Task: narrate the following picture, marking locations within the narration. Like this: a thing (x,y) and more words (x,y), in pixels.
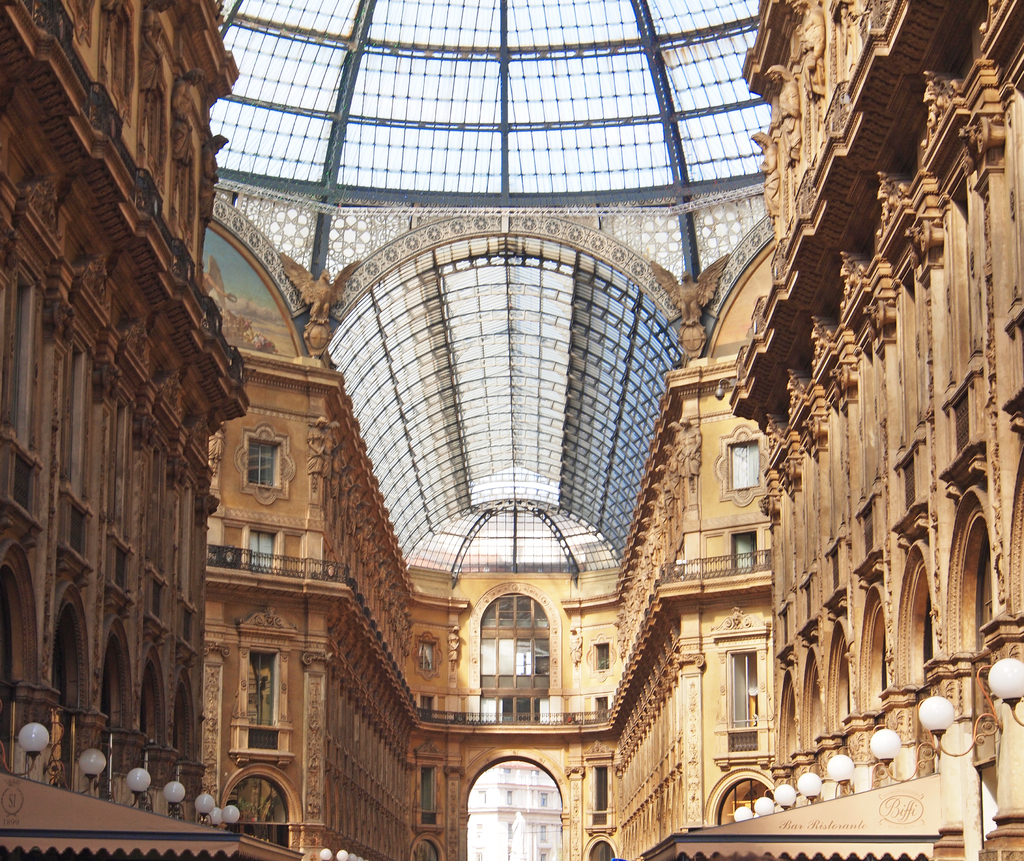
In this image we can see the inside view of a building (608,497). On both sides of the image we can see the designer walls (58,247). At the bottom (187,793) we can see the lights (197,809). At the top (446,39) we can see a roof (414,104) with glass (427,164).
